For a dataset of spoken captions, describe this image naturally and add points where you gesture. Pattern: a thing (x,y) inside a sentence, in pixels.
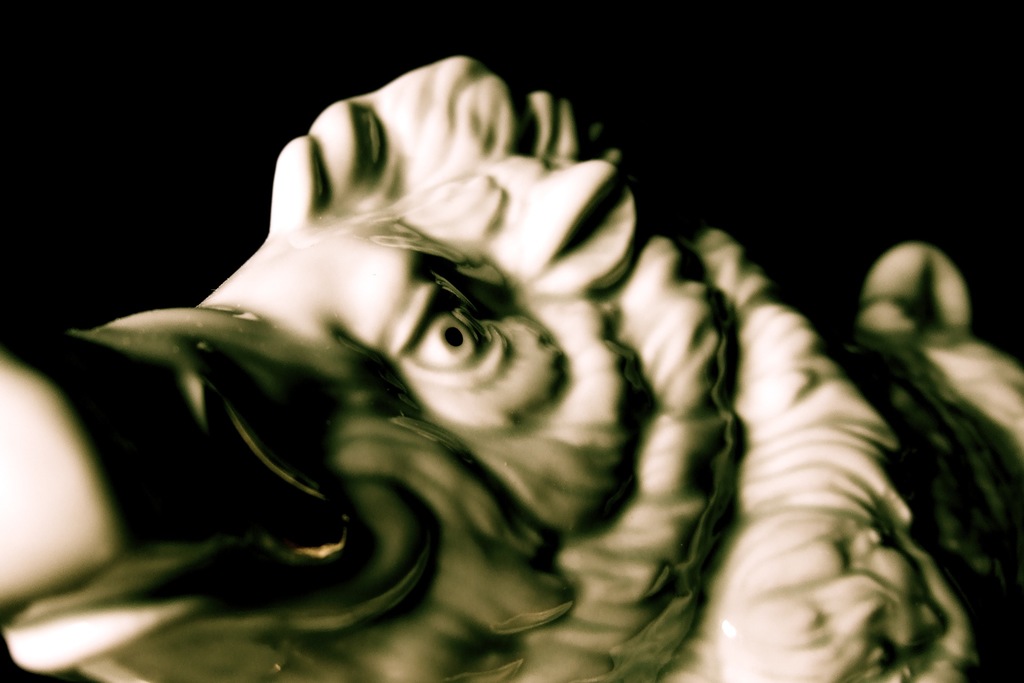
In this picture I can observe a statue (586,478) of an animal (473,550). The statue (448,388) is in white color. The background (143,255) is completely dark.
